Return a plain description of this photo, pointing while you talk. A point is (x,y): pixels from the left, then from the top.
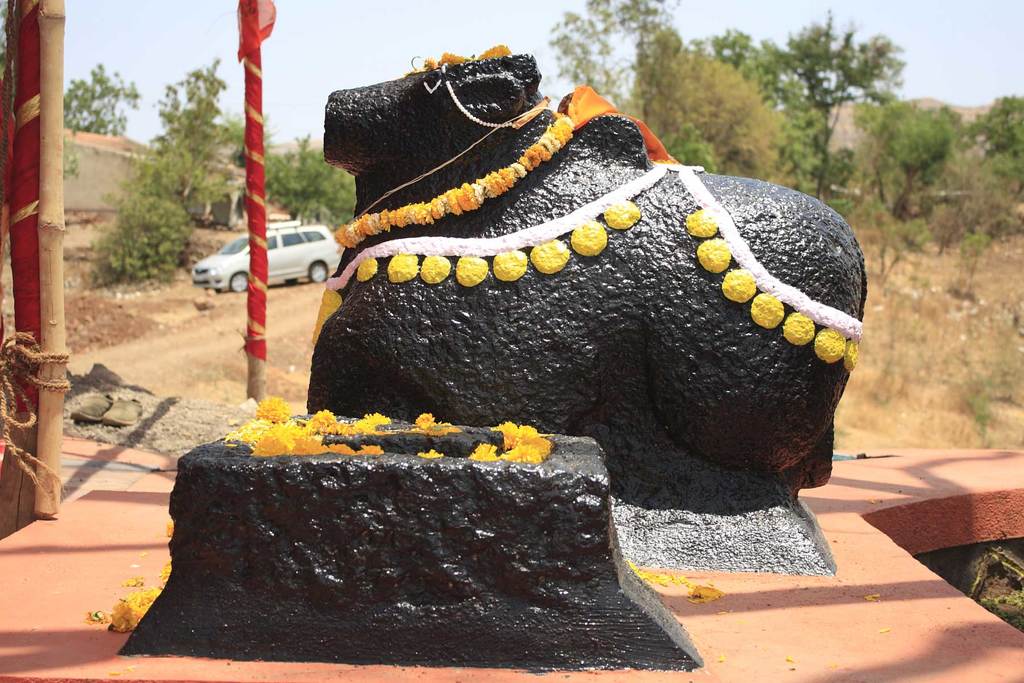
In this image we can see an idol (506,205). There are garlands (408,224) on that. Near to that there is a stone (424,518). In the back (52,254) there are poles (23,178). Also there is a vehicle (224,263). Also there are trees (1018,135) and sky (376,15).
